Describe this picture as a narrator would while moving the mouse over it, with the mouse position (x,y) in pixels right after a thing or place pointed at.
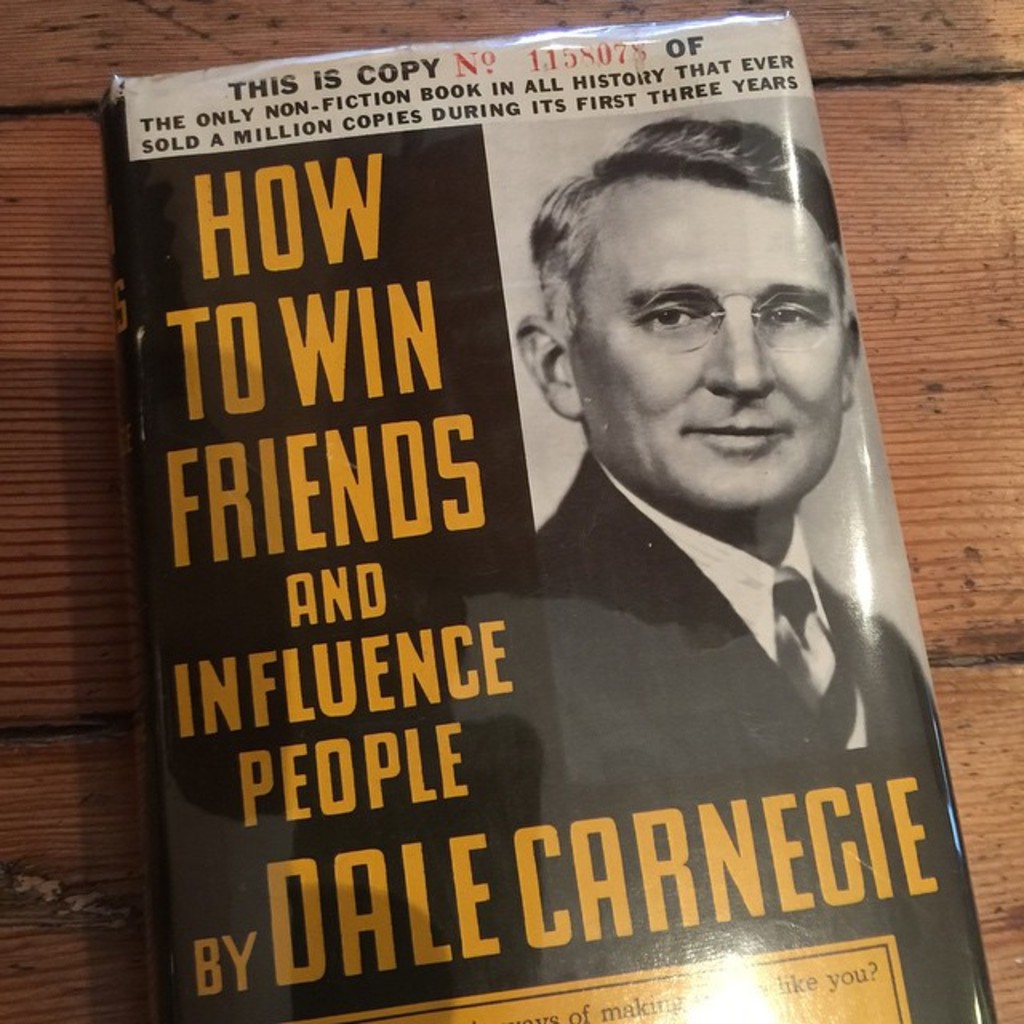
In this image I can see a book (694,794) on a wooden surface (968,744). There is an image (737,219) and some matter (596,910) written on the cover page (558,885) of the book (555,942).
